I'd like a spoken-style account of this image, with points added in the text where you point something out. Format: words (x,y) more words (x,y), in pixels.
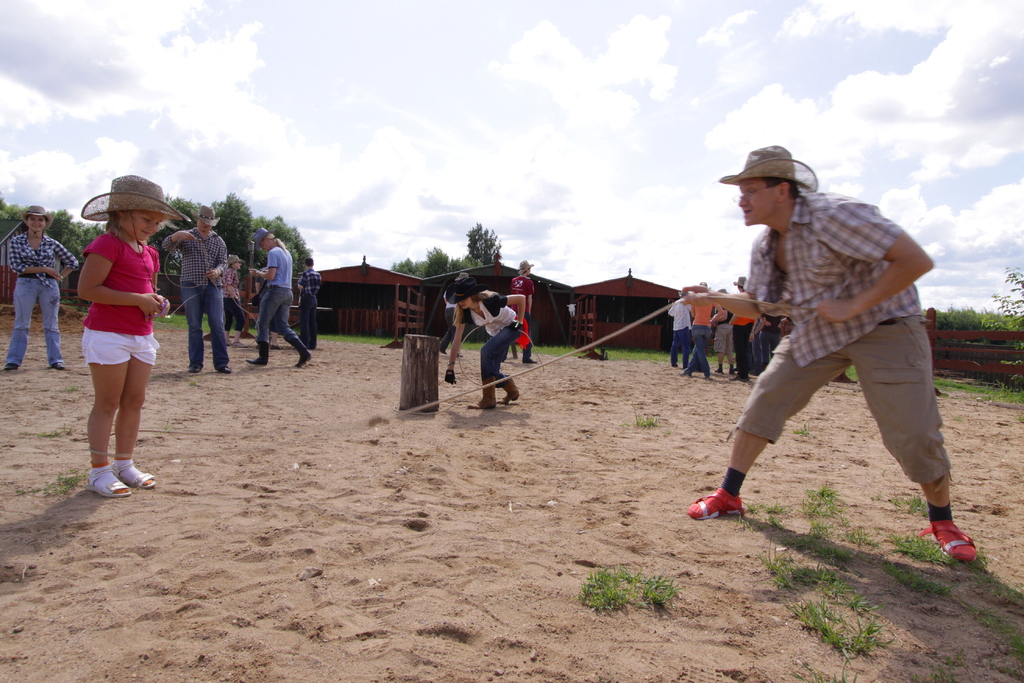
People (807,261) are standing. A person (780,217) is standing at the right (748,168) wearing a hat (757,158) and holding a rope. A girl (86,251) is standing at the left (100,334) wearing hat (137,211), pink t shirt (102,251) and white shorts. Behind them there are other people (69,253), there are sheds (633,299), fencing (396,289) and trees (63,231) at the back (944,336).
